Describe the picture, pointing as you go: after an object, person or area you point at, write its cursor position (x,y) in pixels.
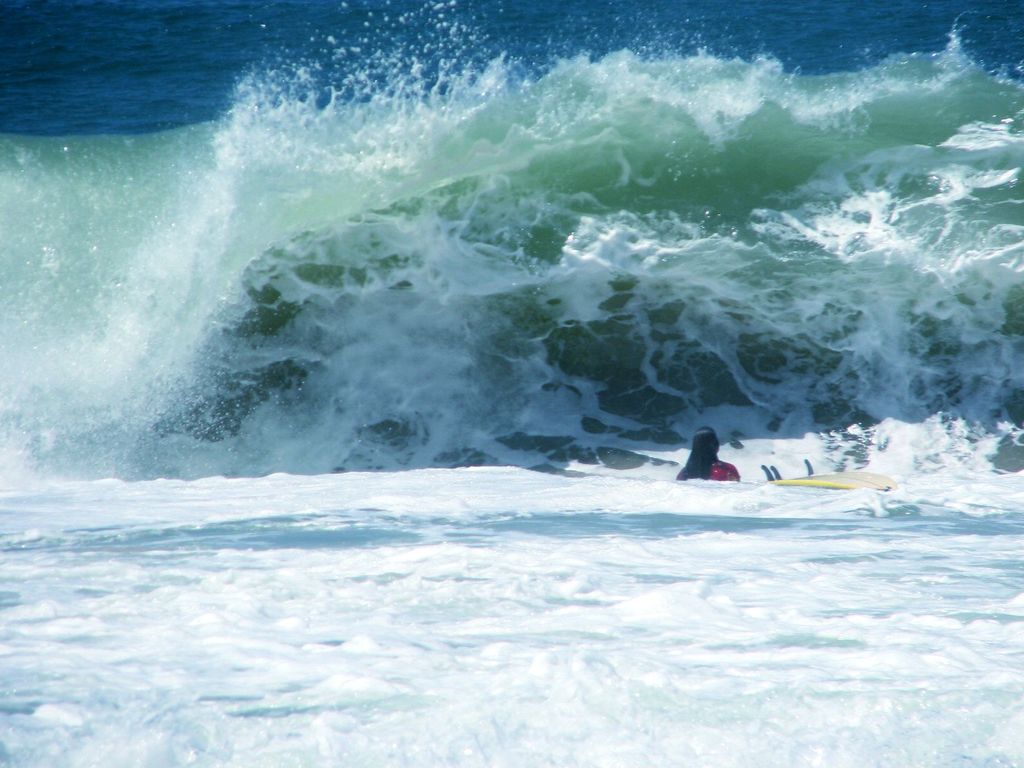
In the picture we can see water (466,727) with white color tides (570,721) on it and we can see a person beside the surfboard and in the background (96,20) we can see the water (80,95) which is blue in color.
